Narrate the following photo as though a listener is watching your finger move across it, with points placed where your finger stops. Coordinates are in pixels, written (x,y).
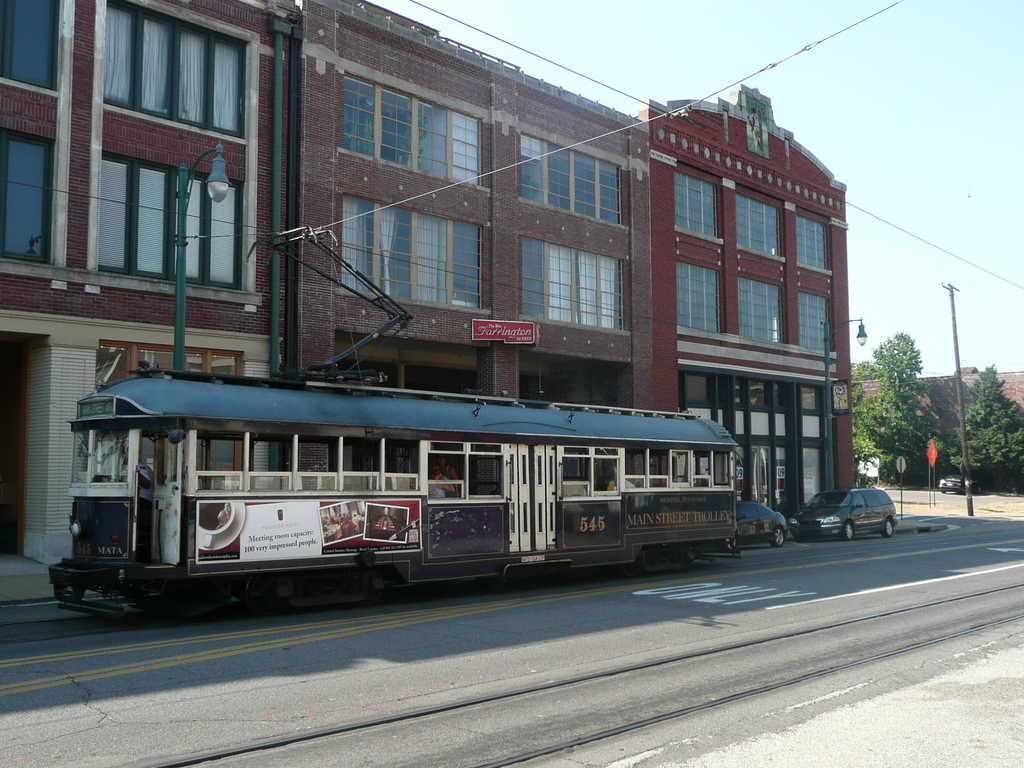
There are vehicles (289,594) on the road (859,630). On the right side (932,729), there is footpath (900,748). In the background (813,205), there is building (527,272) which is having glass windows (825,245), there are trees (973,430), vehicles (965,474) parked, houses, electrical lines (479,29) and there is blue sky (793,80).
